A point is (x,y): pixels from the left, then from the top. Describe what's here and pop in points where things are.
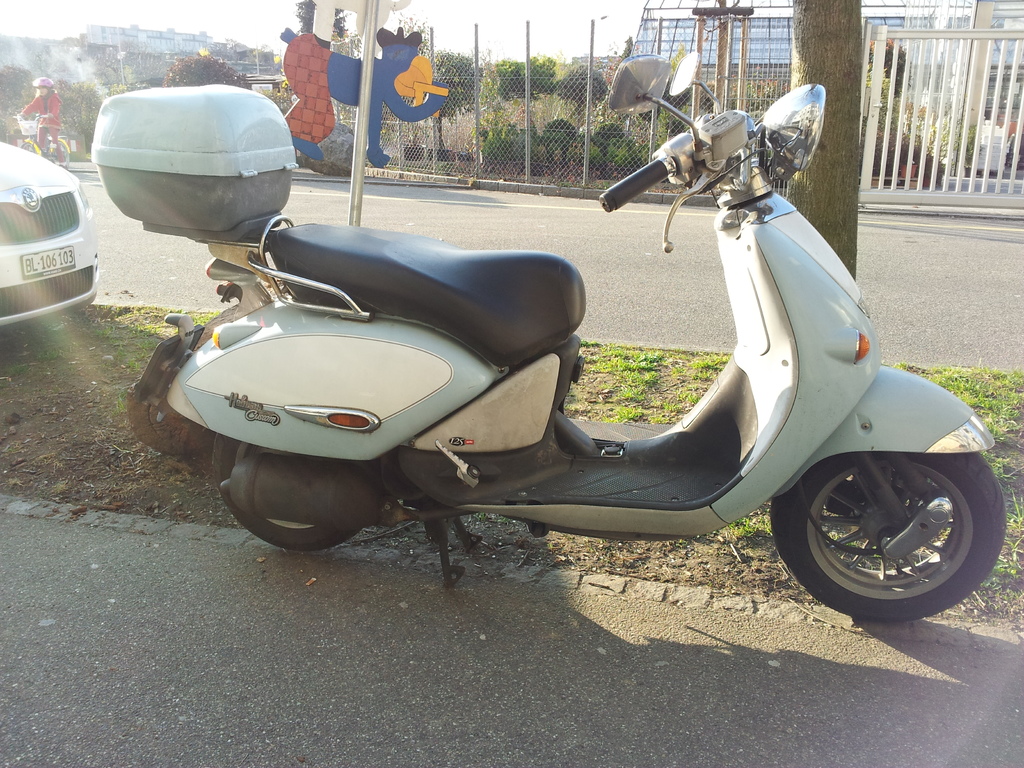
In the center of the image (344,489) we can see a scooter (487,470). On the left (12,254) there is a car (35,226). At the bottom (302,630) we can see a road (548,675). In the background (427,51) there are poles (697,14), trees (838,89), mesh (500,79), gate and buildings (183,36). On the left (36,137) there is a girl (55,115) riding a bicycle (40,147).
